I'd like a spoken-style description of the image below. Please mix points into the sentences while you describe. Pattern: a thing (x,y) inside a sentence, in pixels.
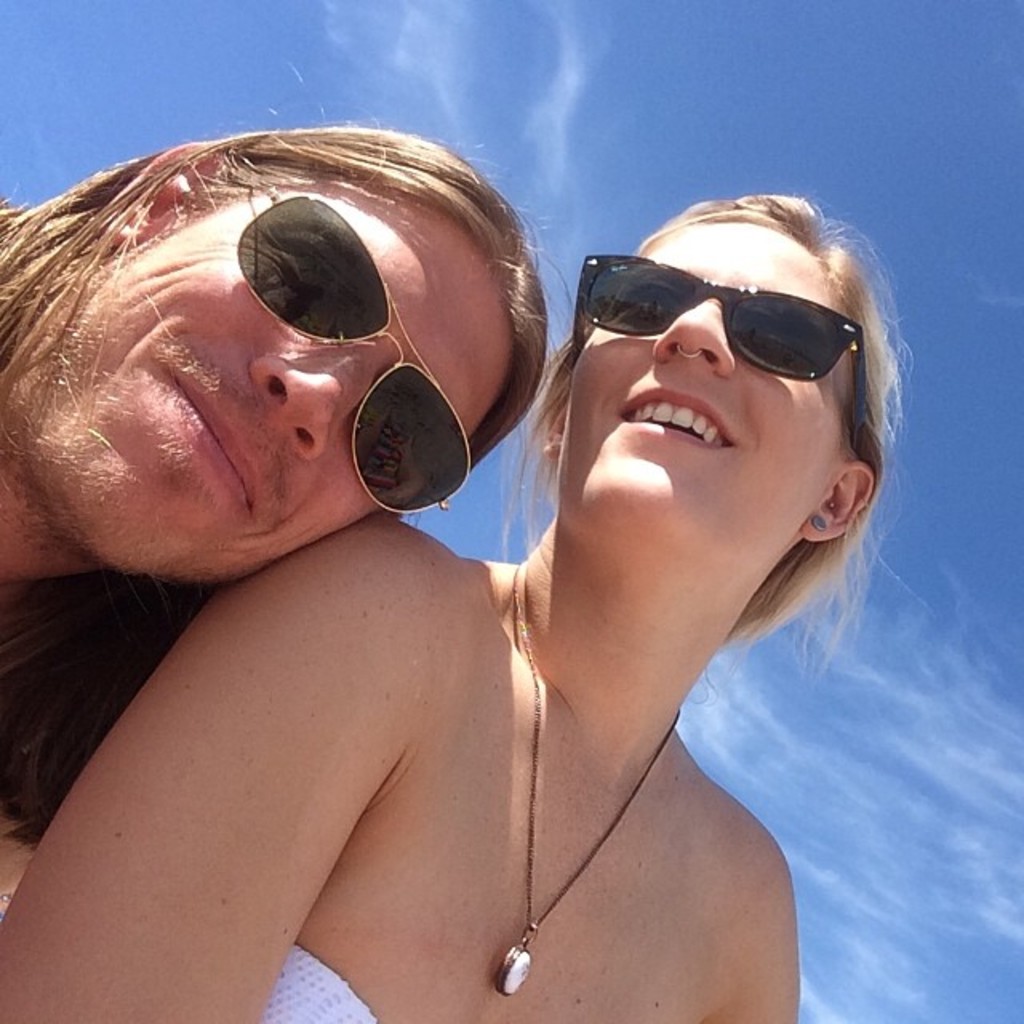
In the center of the image (647,465), we can see a man (186,518) and a lady (588,362) wearing glasses (582,268) and in the background (911,400), there is sky (832,104).
